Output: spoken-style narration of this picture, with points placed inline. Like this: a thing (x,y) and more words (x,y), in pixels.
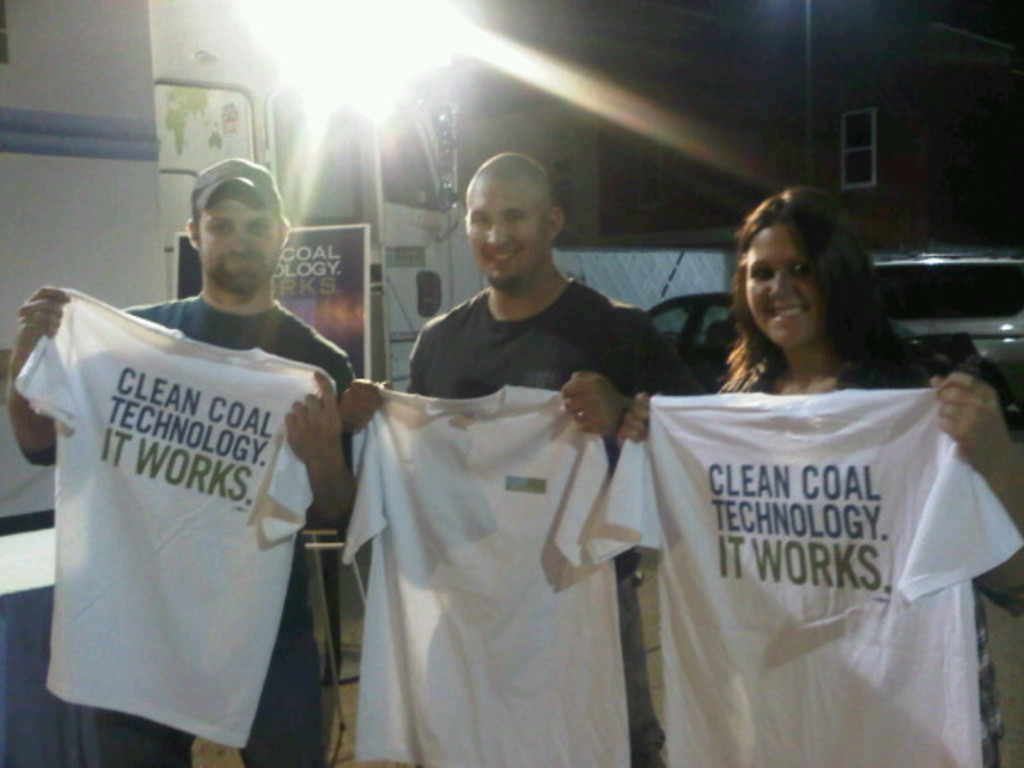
In the front of the image (288,548) three people (632,639) are holding t-shirts (469,450). Something is written on two t-shirts (758,456). In the background (947,351) there is a light (301,61), hoarding (308,278), building (821,127), vehicles (972,313) and things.
